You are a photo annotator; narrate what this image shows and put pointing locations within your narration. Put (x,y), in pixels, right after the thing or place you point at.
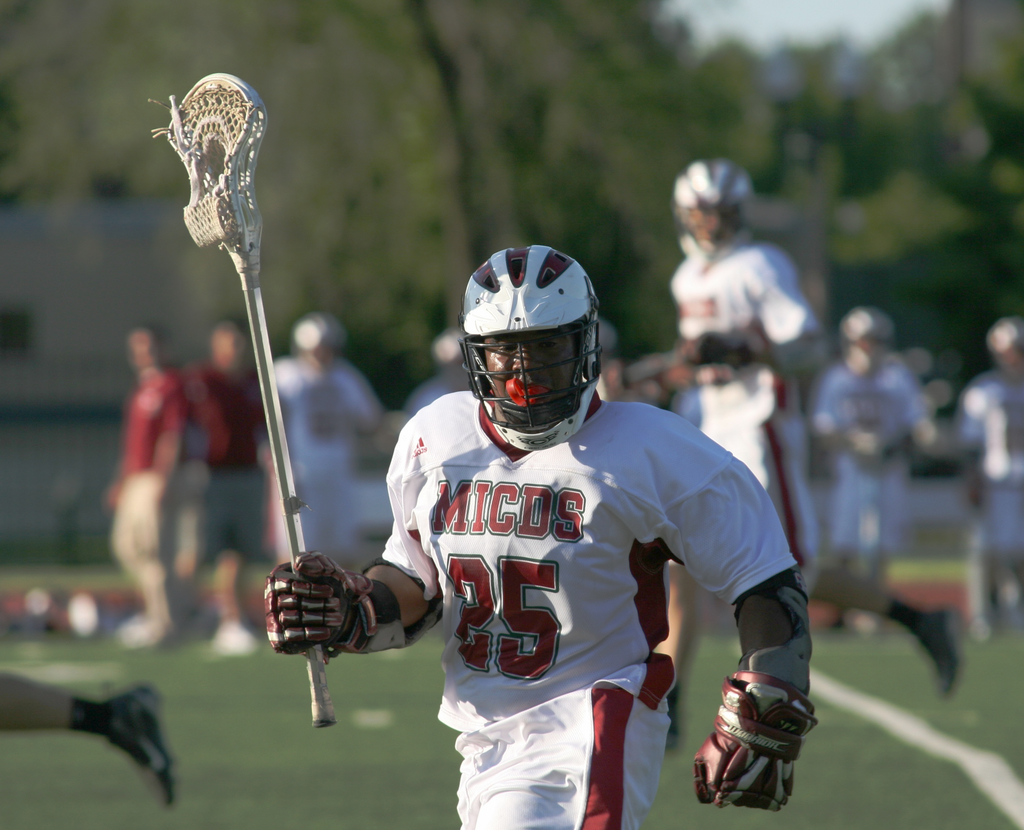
In this image there is a man (476,631) in the middle (493,529) who is holding the lacrosse stick (294,529). In the background (735,311) there is another player (727,348) who is running on the ground (100,747). It looks like it is a field lacrosse match. In the background (512,120) there are trees (677,98).
